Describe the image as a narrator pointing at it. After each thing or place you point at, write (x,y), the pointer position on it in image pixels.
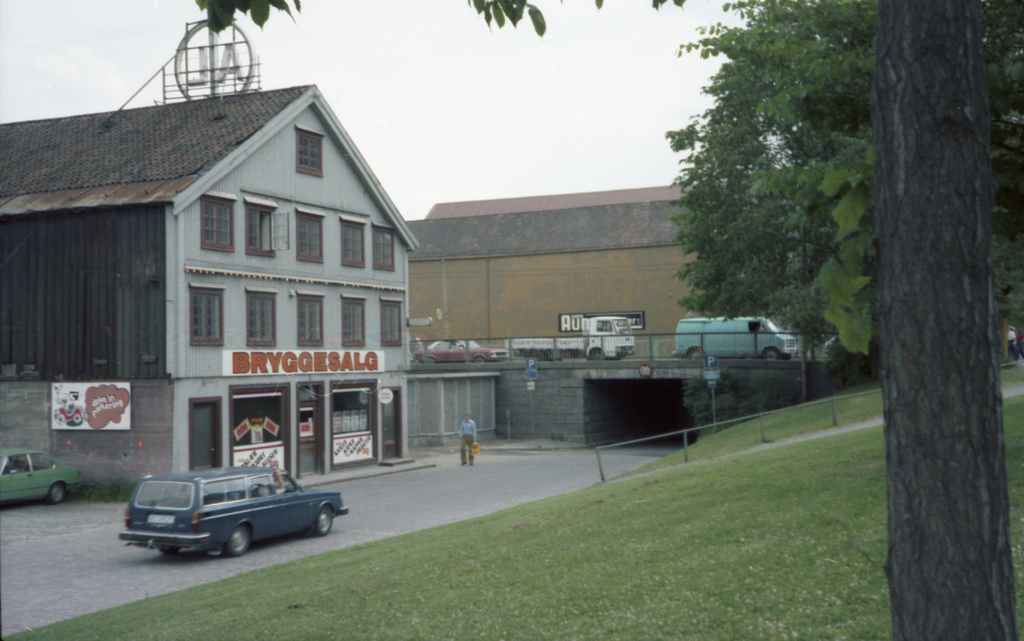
In this picture we can see the grass (687,484), fences (820,400), trees (807,66), vehicles (619,336), buildings (459,332), windows (200,305), posters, name board (265,362), bridge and a person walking and some objects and in the background (514,124) we can see the sky (419,88).
